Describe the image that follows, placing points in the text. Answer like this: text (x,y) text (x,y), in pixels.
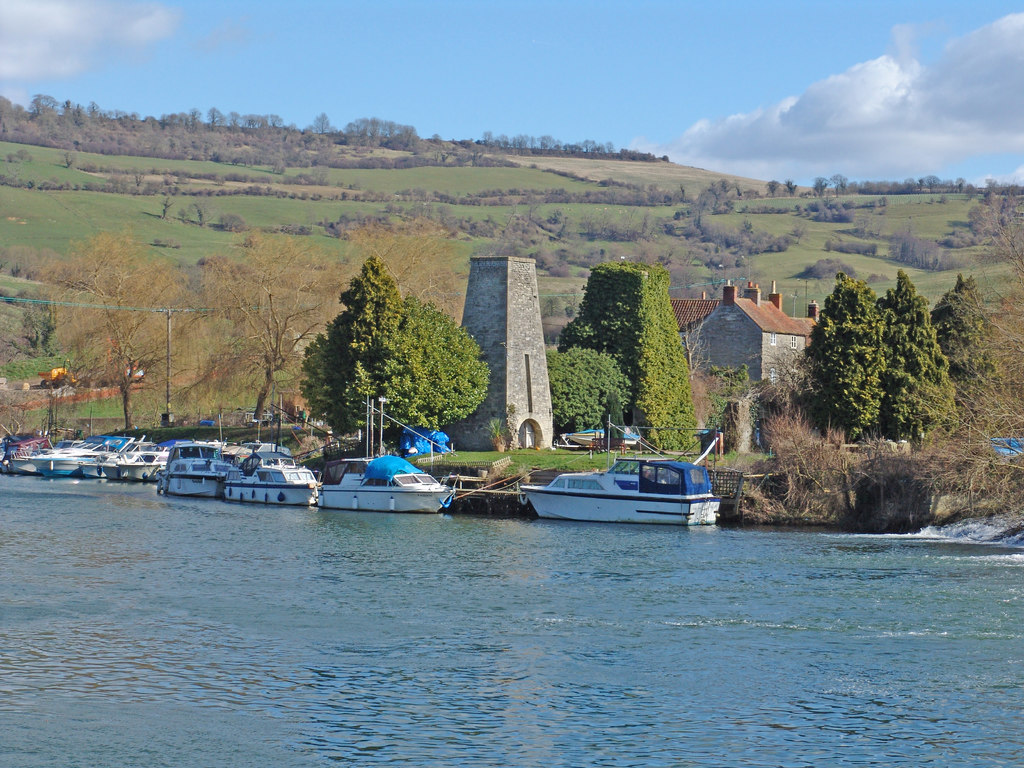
Here we can see water (249,682) and boats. Background (500,329) there are trees (389,253), building (750,294), tower (514,326), sky (440,65), pole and grass (255,214). These are clouds (79,25).
